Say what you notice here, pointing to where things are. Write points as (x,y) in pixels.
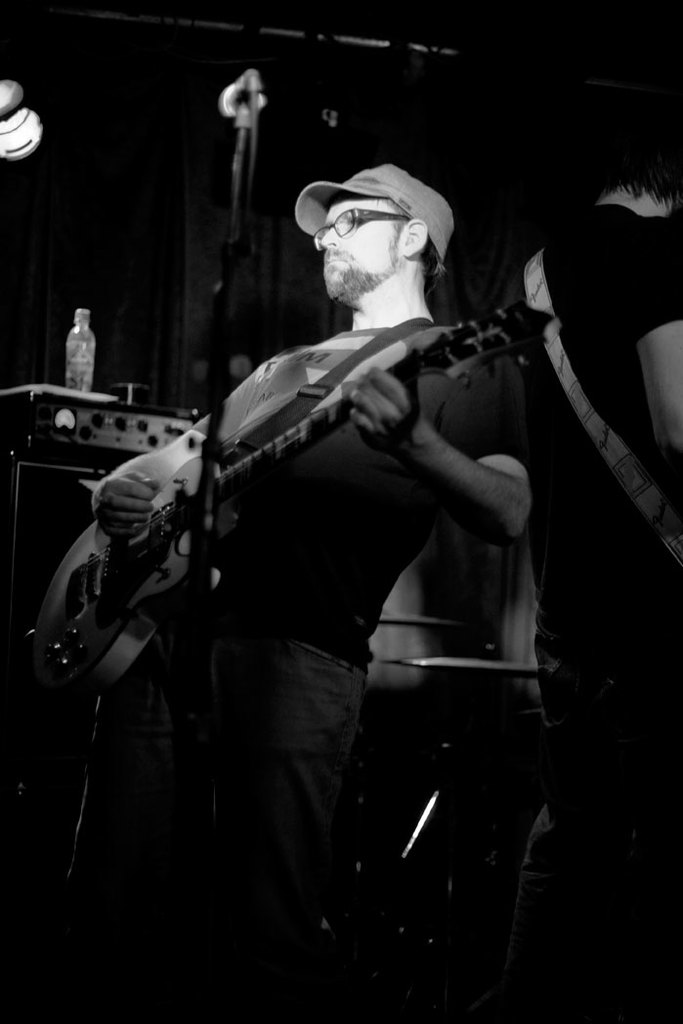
In this image I can see there is a person (282,484) standing and he is playing guitar (212,504), there is a microphone stand (240,135) in front of him and there is a person (568,308) standing on the right side (603,249) and the background of the image (289,74) is dark. This is a black and white image.
